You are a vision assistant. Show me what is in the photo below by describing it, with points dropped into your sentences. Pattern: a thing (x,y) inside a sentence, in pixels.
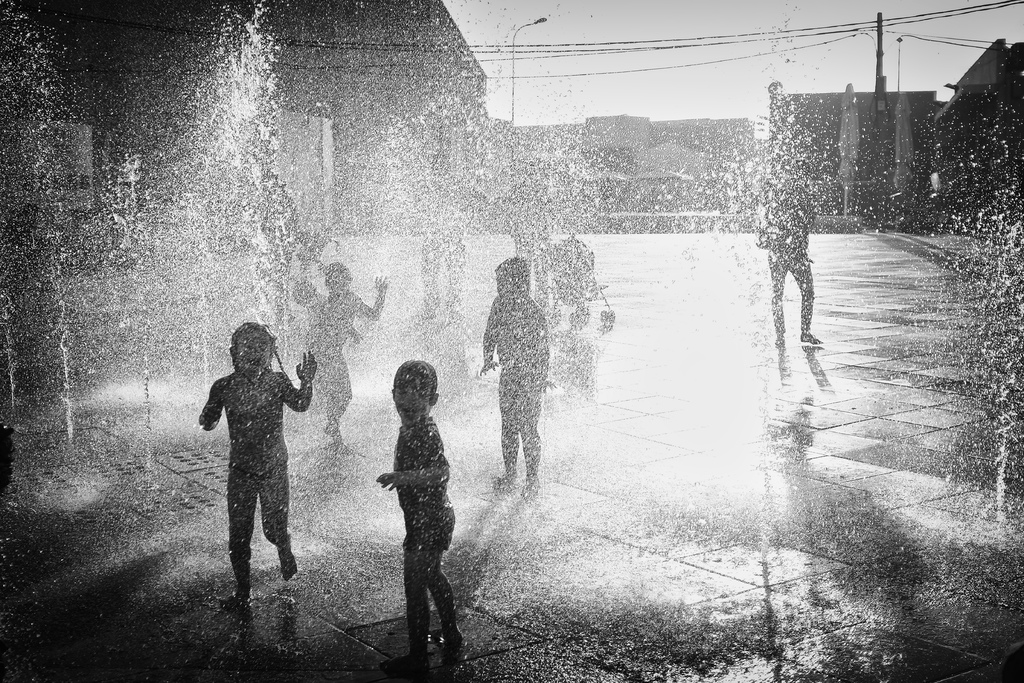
In the middle of the image (518,320) few people (547,342) are standing and there is a stroller (585,233) and there is water (417,178). Behind them there are some poles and buildings (825,100). At the top of the image (801,87) there is sky (505,90).
